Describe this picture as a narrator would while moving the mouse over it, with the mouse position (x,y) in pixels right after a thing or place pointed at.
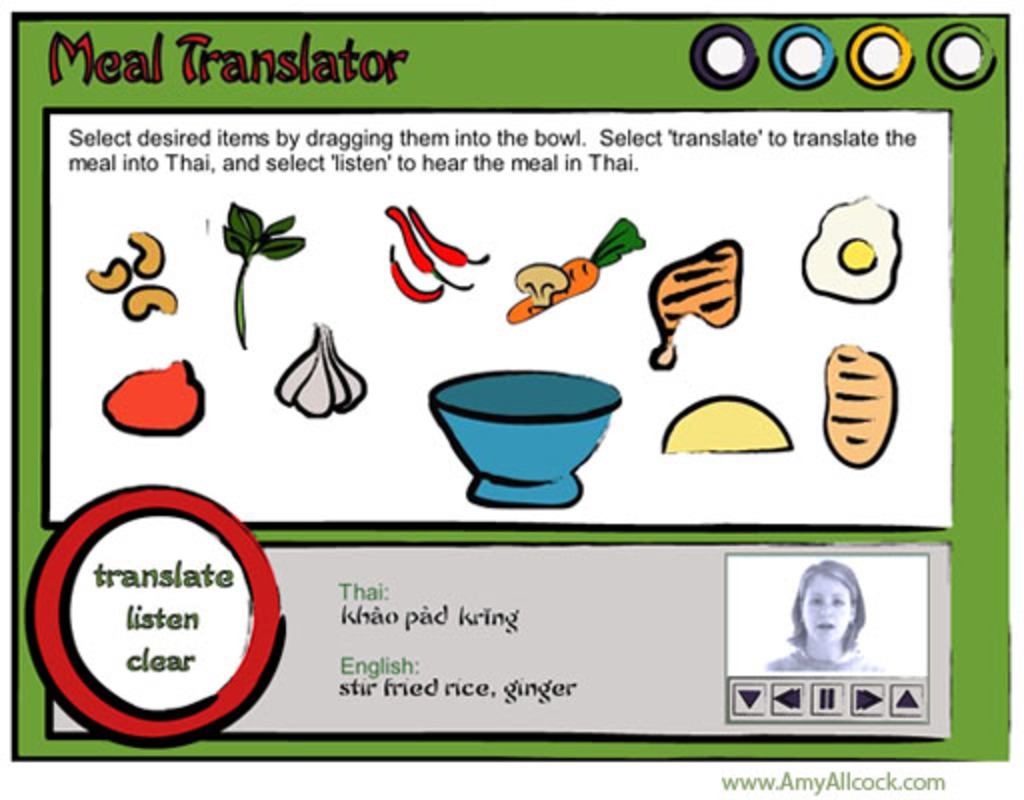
This is the edited graphic image with some text (154,134) written on it.
